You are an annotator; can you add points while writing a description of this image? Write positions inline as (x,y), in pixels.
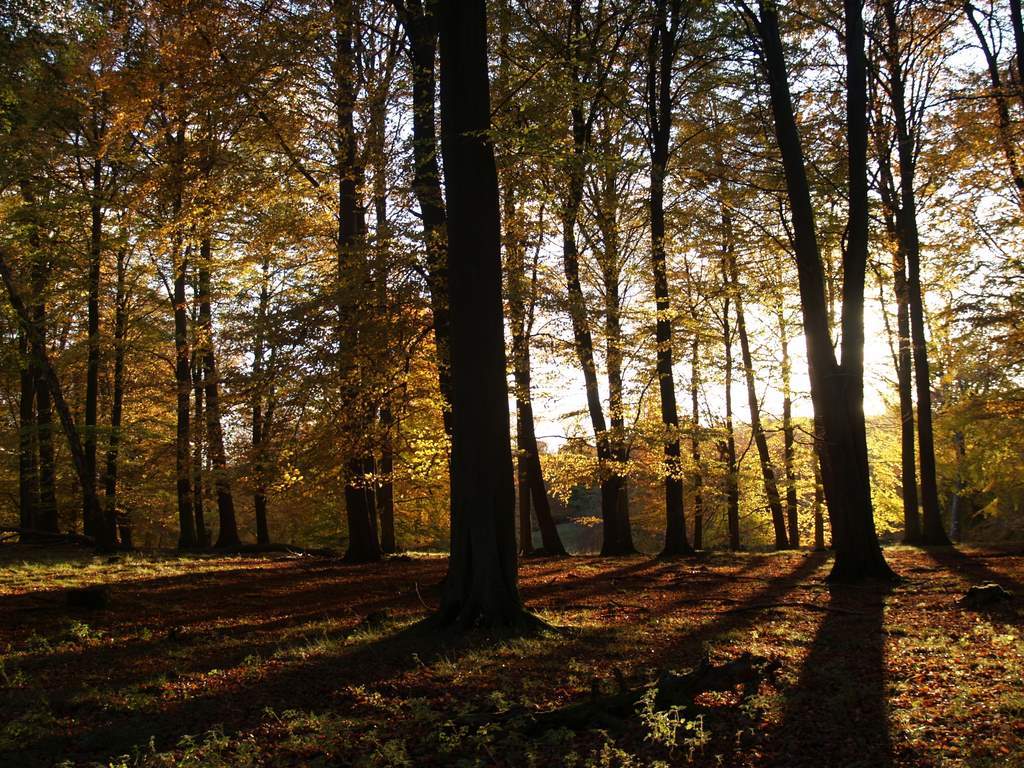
In the image in the center (460,392), we can see the sky (543,237), clouds (966,205), trees (853,127), plants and grass (155,557).
